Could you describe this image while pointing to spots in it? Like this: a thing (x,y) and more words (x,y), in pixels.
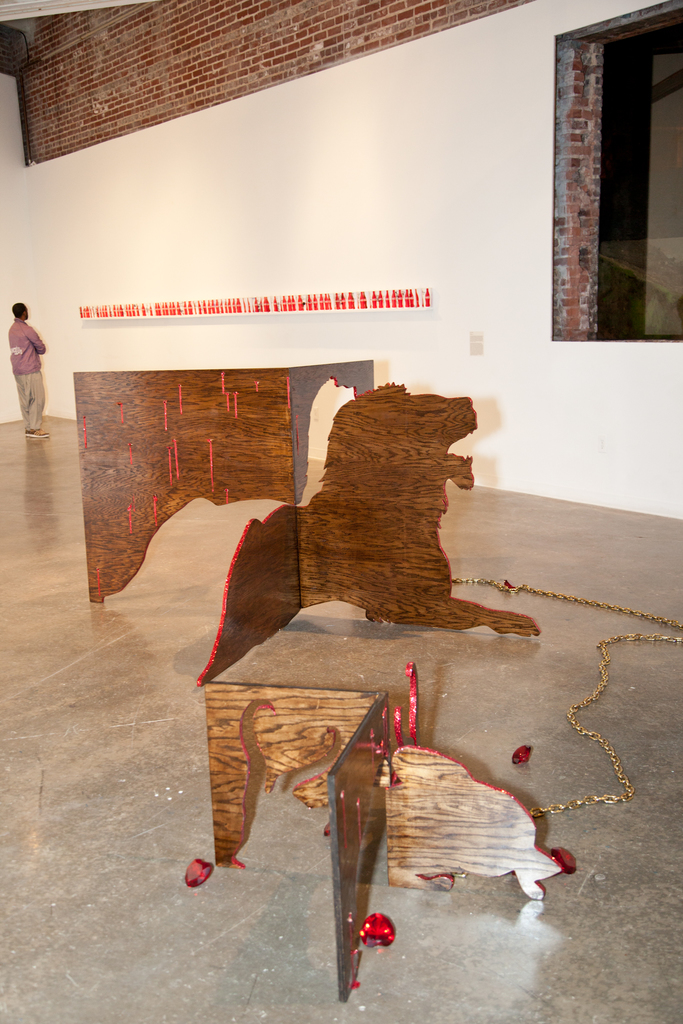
In this image there are some wooden structures (349,567) and a chain (605,608) are placed on the surface (264,843) and behind them there is a person (36,364) standing. In the background (412,295) there are a few objects (281,303) on the wall (374,250).
